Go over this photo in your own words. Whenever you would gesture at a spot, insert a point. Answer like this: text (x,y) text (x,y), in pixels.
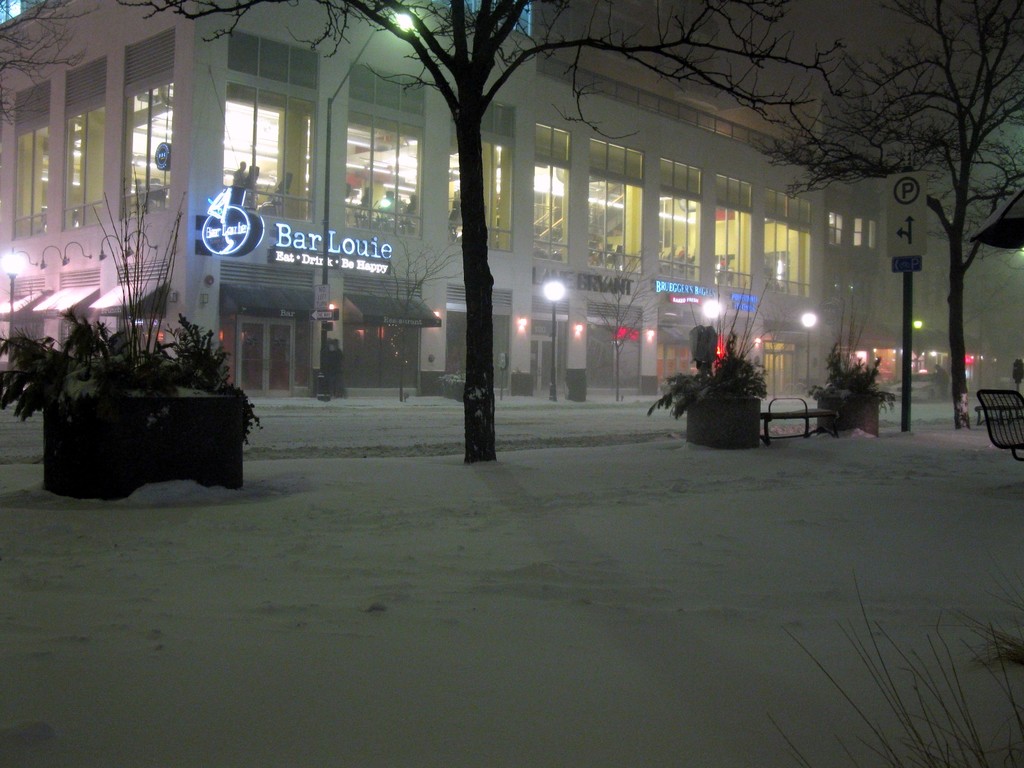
In this image we can see buildings (323,142), street lights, a board (223,230) attached to the building (249,286), a sign board (319,305), few plants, trees (962,415), a bench (809,415) and a chair (1006,408).
